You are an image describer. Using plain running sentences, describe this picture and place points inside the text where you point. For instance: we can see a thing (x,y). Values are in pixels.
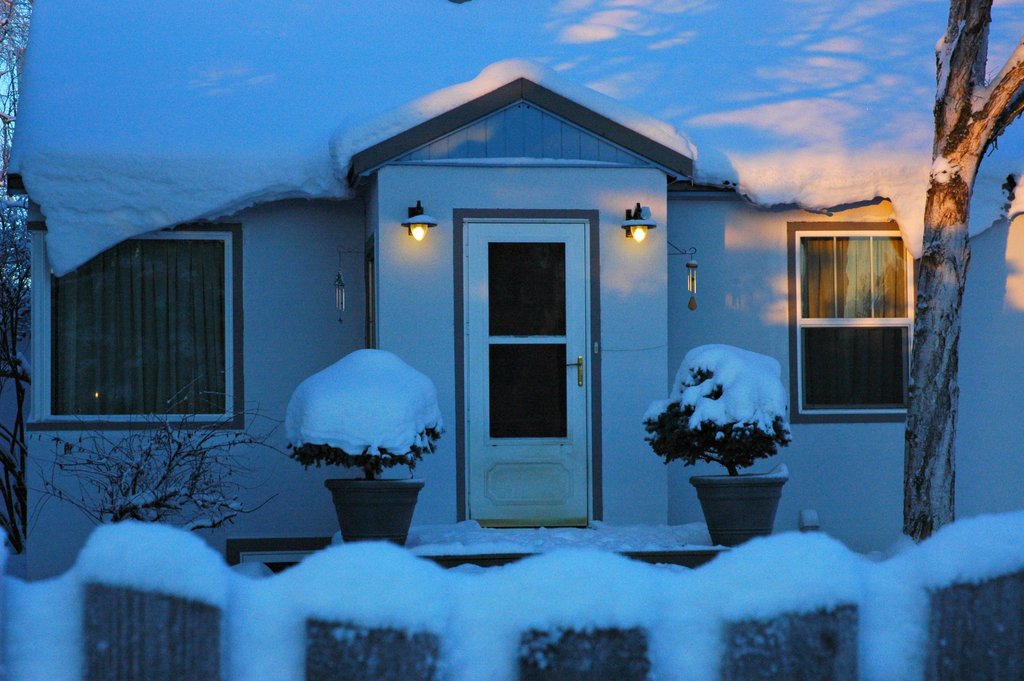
In this picture we can see snow (223,182), a house (487,317) and few trees (951,306), and also we can see few shrubs (323,398) and lights (635,231).
